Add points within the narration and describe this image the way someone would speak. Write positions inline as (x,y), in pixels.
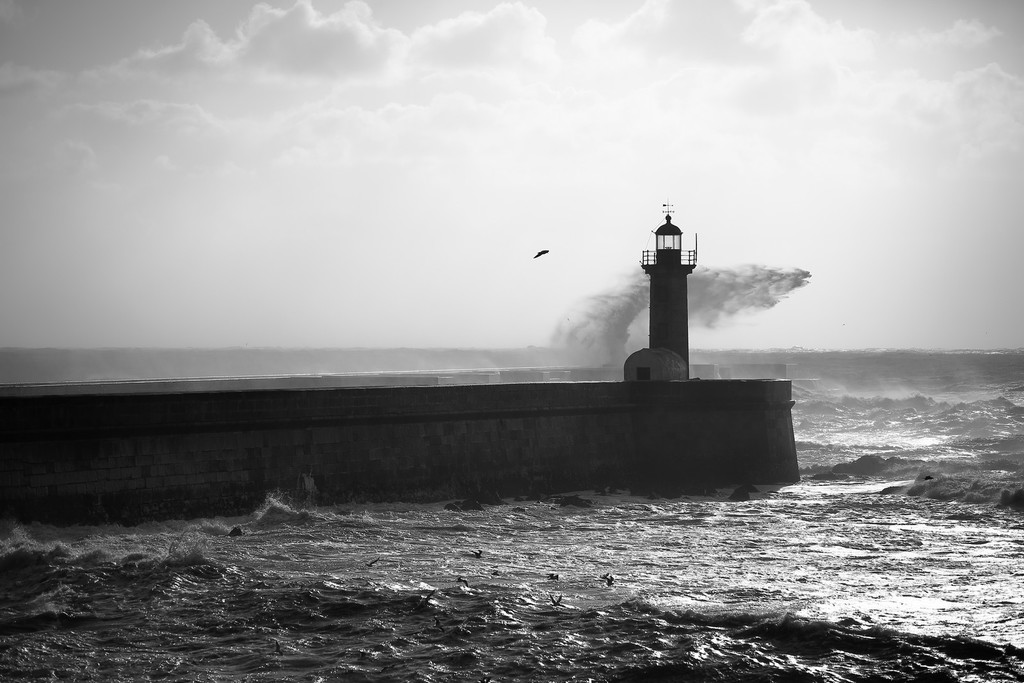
In this picture there is a pier (670,481) and there is a light house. At the top (333,15) there are clouds (384,73). At the bottom (827,571) there is water (883,546).
